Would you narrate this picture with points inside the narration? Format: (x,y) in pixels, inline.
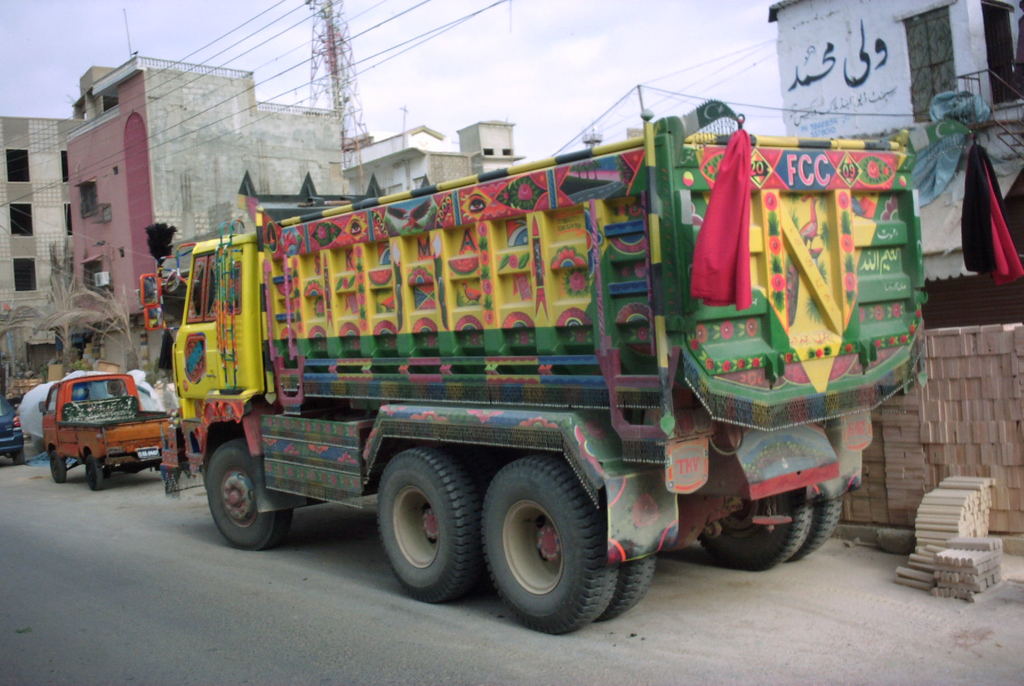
In a given image i can see a vehicle's (522,427), buildings (196,120), electrical poles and some other objects (961,546).
